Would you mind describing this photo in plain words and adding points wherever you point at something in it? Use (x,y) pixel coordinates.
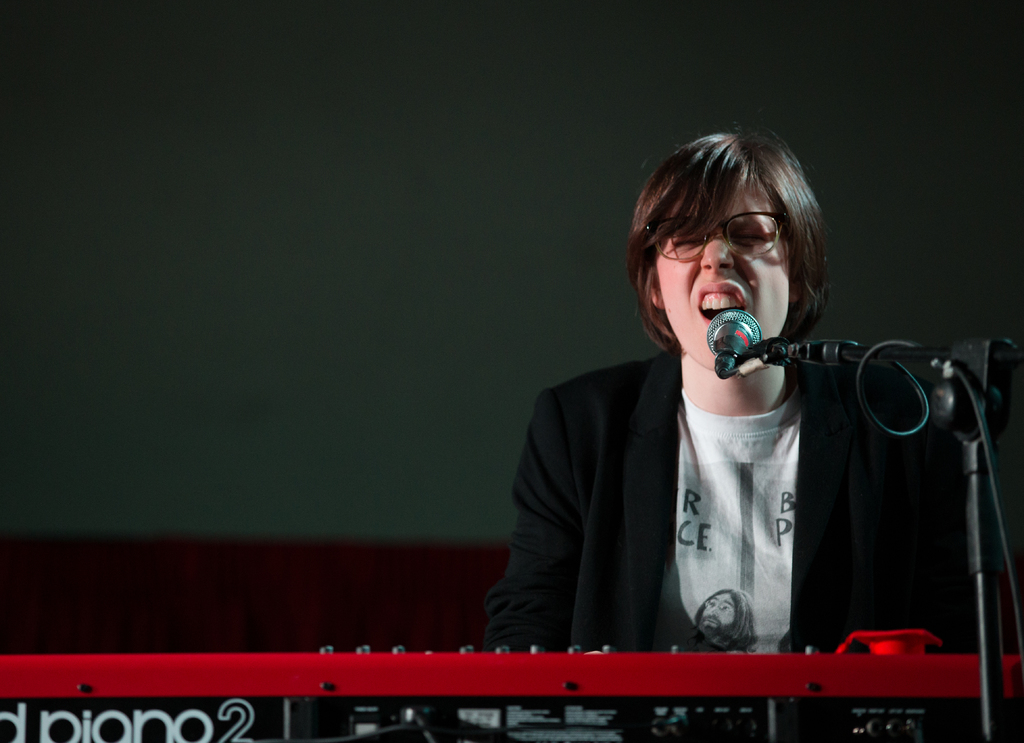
In this image, we can see a lady (700,537) sitting in front of piano (620,701) and there is a mic (740,320) with stand (975,547).
